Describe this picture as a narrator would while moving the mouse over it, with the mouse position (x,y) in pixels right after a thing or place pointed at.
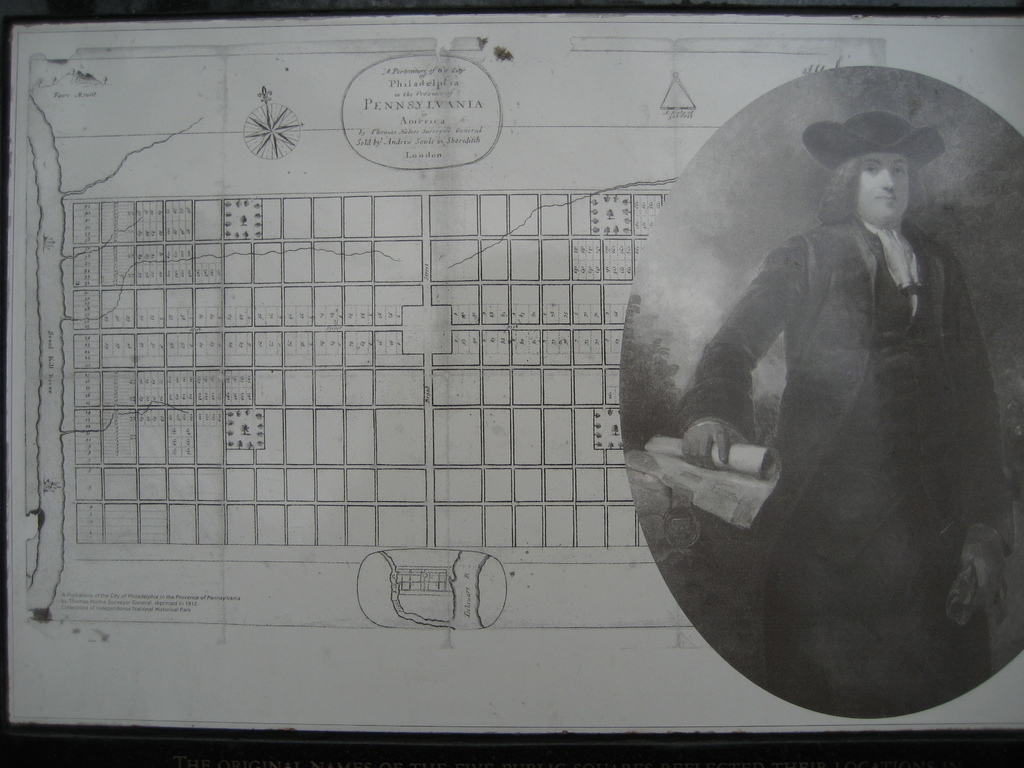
In the image we can see there is a chart (477,464) on which there is a man (891,346) standing and he is wearing formal suit (875,312) and hat (844,148). There is a map (356,437) on the chart (701,493) and the image is in black and white colour.
